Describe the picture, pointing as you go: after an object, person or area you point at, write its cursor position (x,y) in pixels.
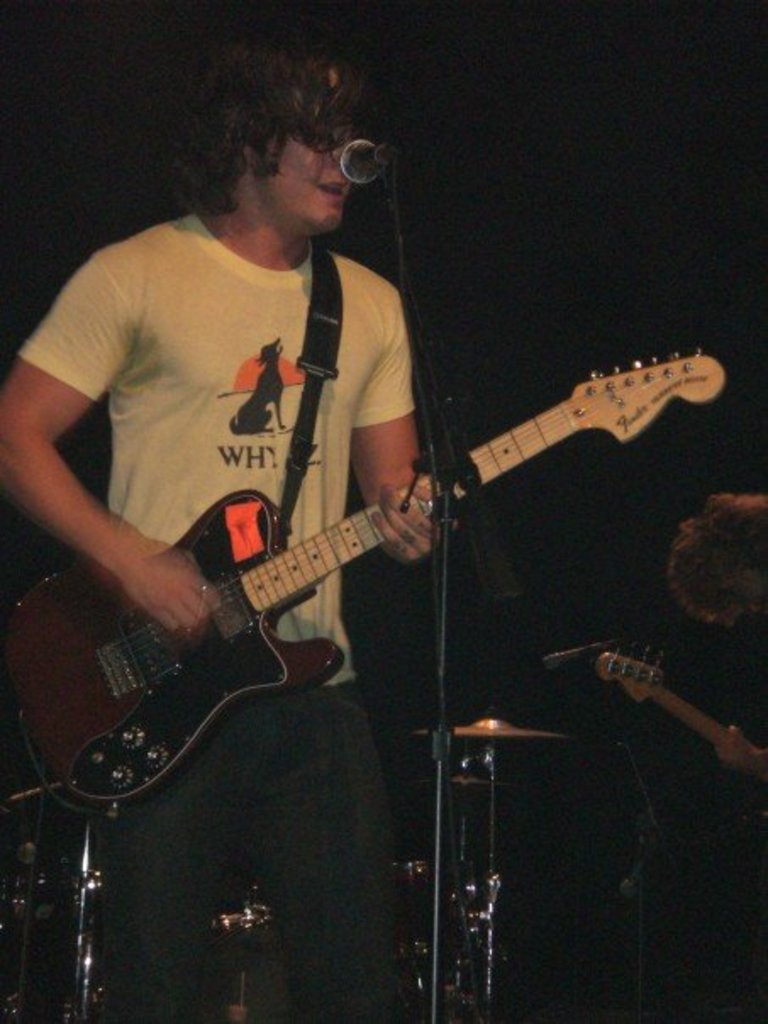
In this image i can see a man (184,571) is playing a guitar (186,646) in front of a microphone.
